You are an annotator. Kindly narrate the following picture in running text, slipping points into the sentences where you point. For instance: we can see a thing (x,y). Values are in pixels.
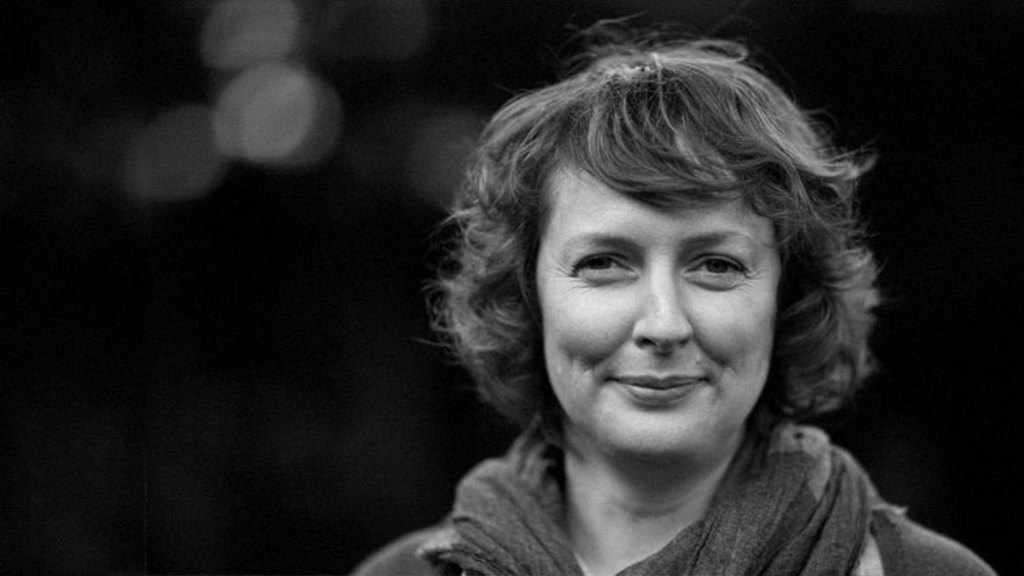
This is black and white picture, there is a woman (586,384) smiling. In the background (347,280) it is dark.
